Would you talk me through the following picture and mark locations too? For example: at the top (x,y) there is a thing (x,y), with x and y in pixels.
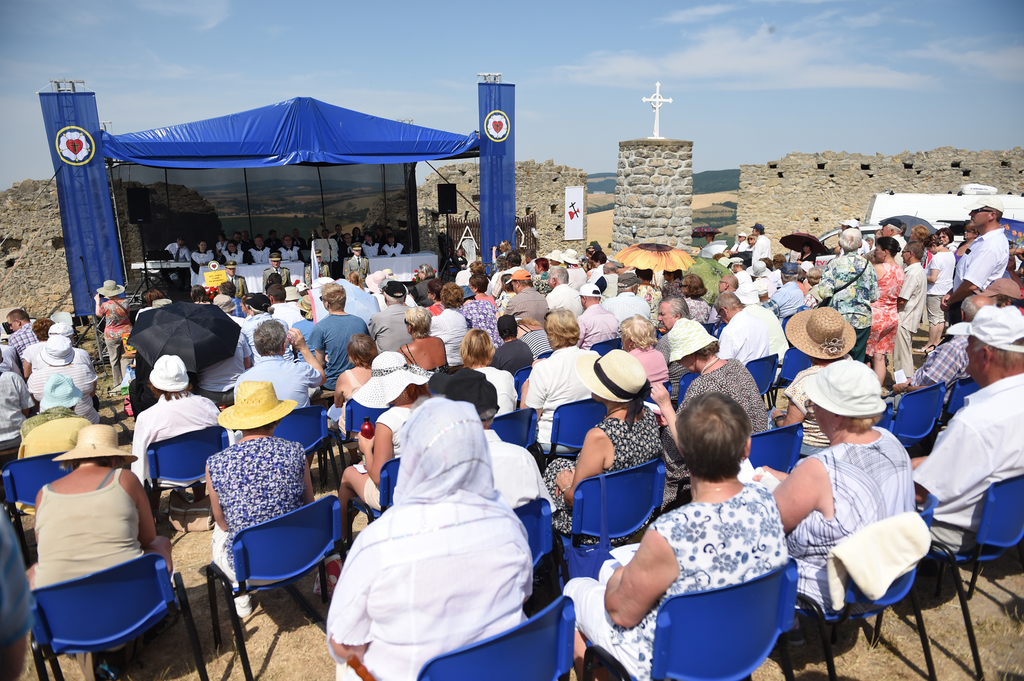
The picture is taken outside a house (528,207) or may be a church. In this picture there is a gathering (502,248) for prayer. In the foreground (278,426) there are people (579,326) sitting on chairs (924,406) and few are standing. In the center of the picture (368,245) there are people (321,270), table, tent (275,161), cross (655,121), wall (781,225), car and other objects (91,179). In the background (712,176) there are hills (725,180). Sky (693,74) is sunny.
